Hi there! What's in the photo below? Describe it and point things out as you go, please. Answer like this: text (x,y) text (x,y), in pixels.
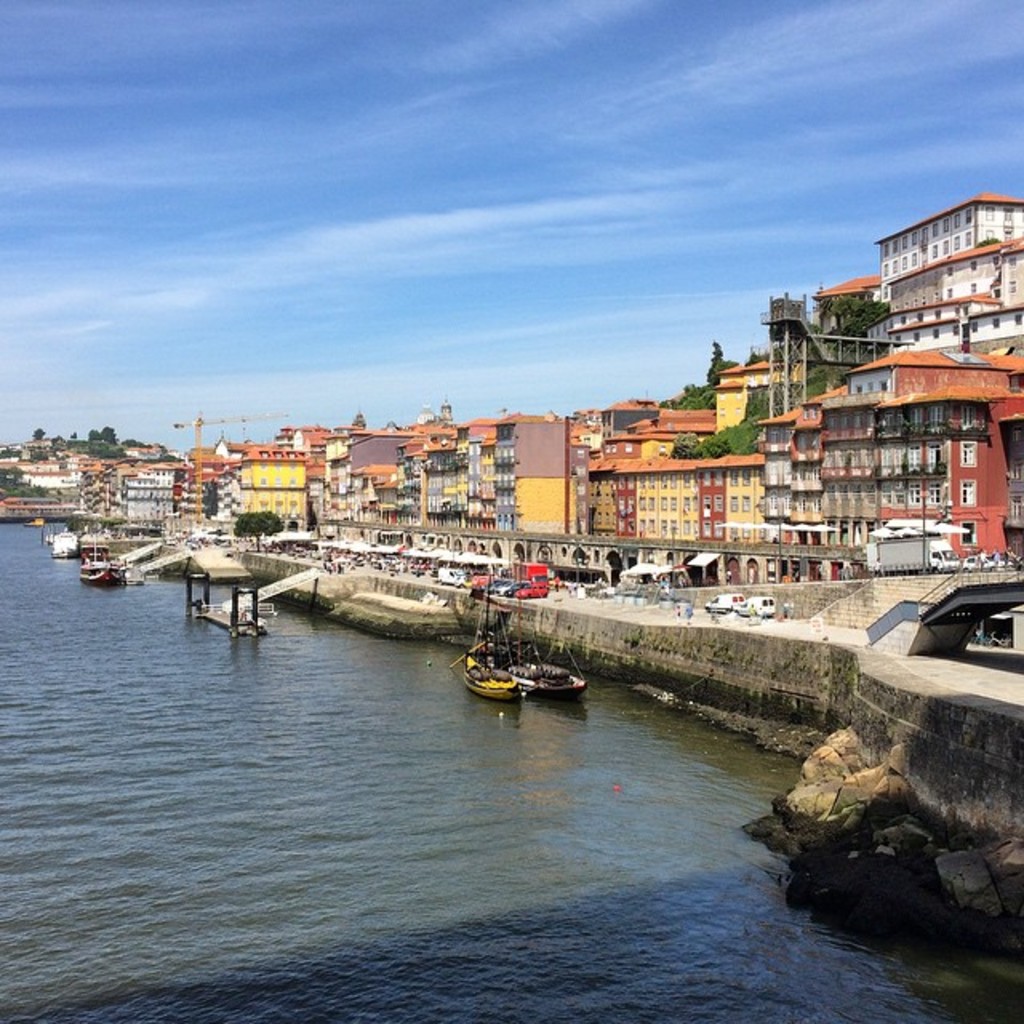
In this picture we can see there are boats (64,545) on the water (412,676). On the right side of the boats (480,657) there are vehicles (502,587), buildings (464,509), trees (703,398), a crane (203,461) and the sky (422,202).
